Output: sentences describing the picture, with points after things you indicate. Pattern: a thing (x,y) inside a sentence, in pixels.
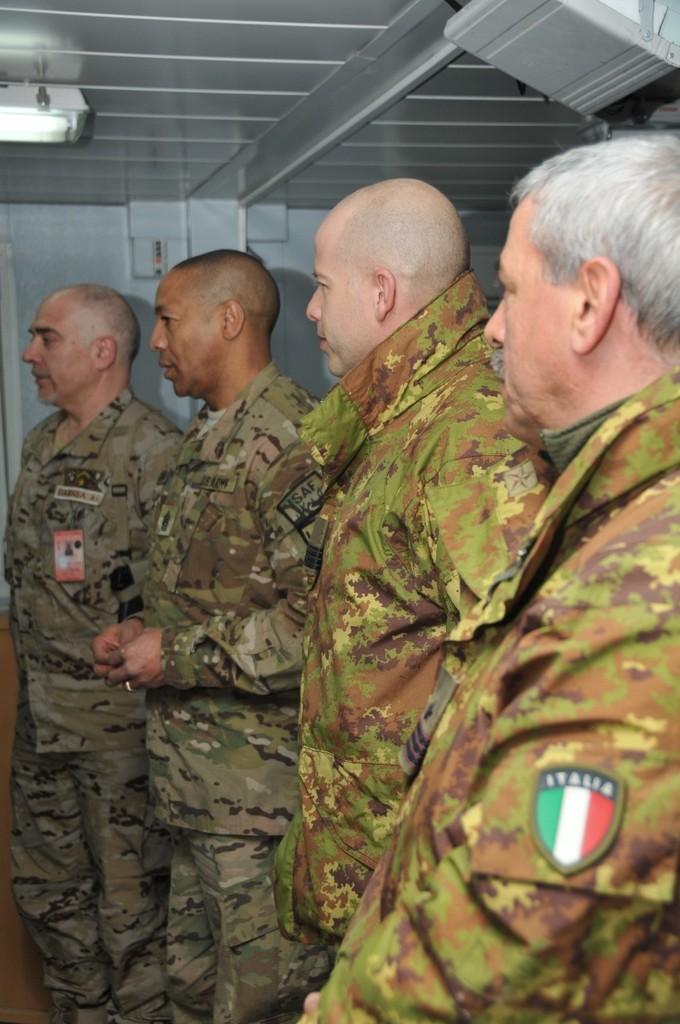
4 men (327,705) are standing wearing military uniform (337,410). There is a light (63,132) on the top (63,132).
